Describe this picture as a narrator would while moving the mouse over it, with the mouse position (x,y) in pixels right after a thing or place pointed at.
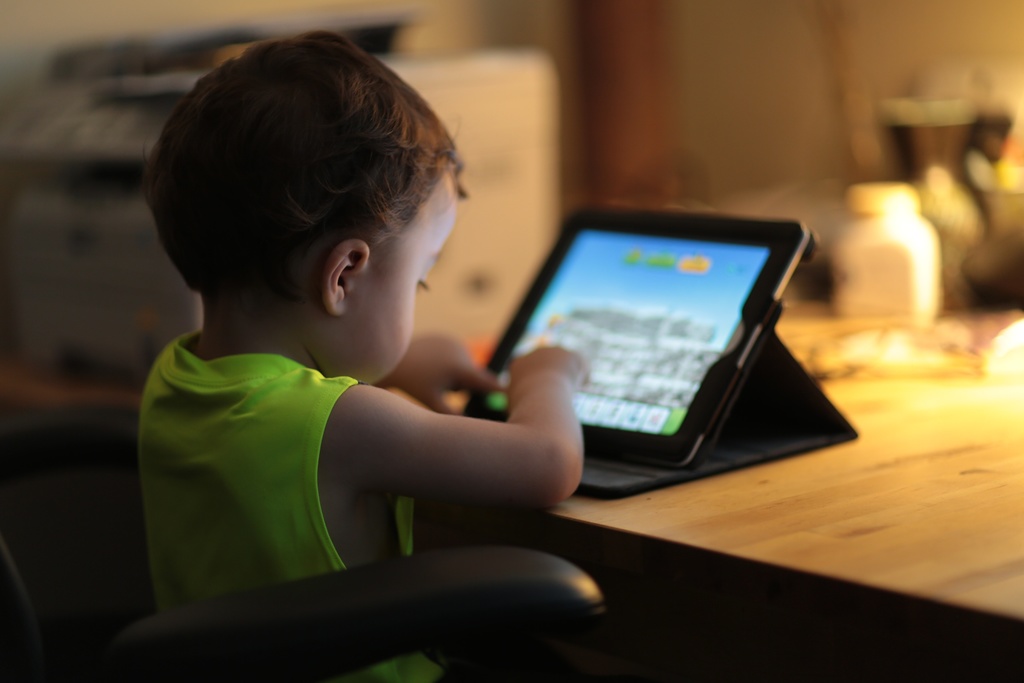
This picture shows a kid (298,446) sitting in a chair (283,593), playing with a tablet (673,350) which is placed on the table (806,517). In the background (884,256) there is a bottle (878,253) here.
